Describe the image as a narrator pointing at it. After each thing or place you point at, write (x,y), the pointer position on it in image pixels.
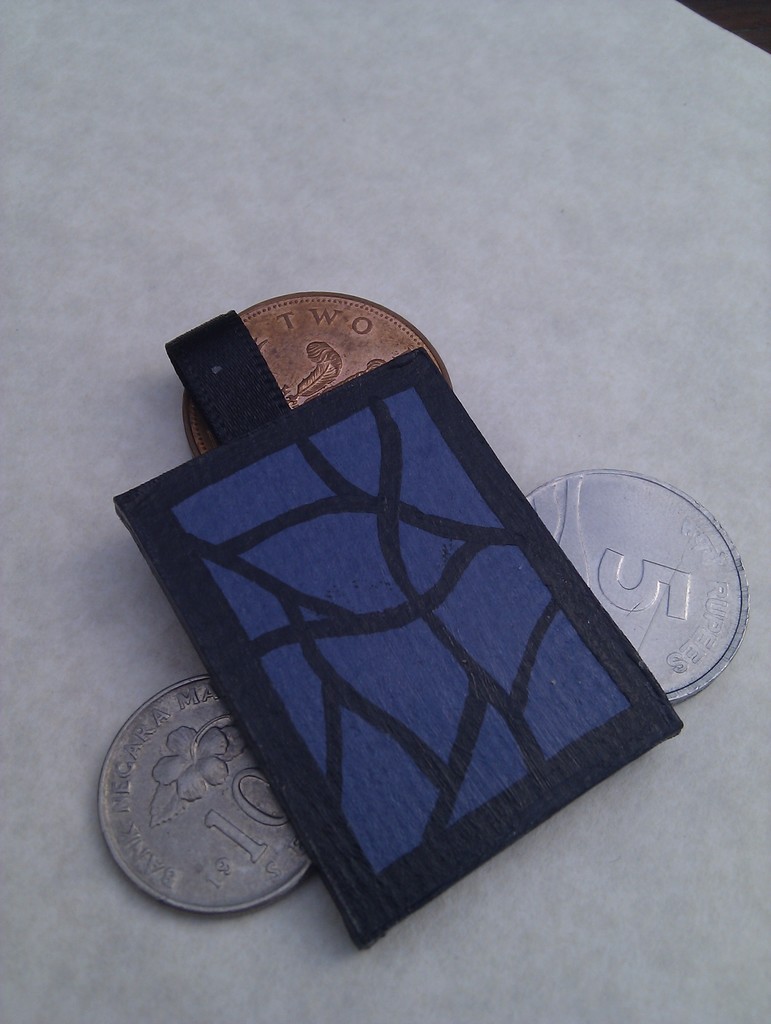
In this image we can see coins (131,822) and small object (386,584) placed on the table (383,220).
